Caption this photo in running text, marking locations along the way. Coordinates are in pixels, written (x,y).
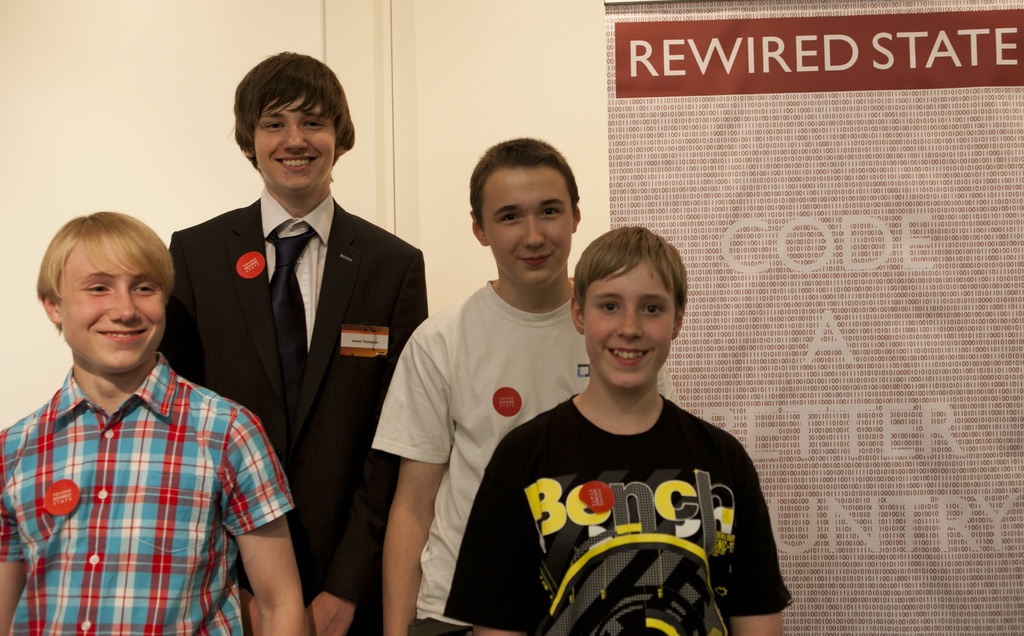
In this image there are four boys (289,428) who are standing on the floor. On the right side (758,238) there is a banner (859,346). In the background (307,38) there is a wall (307,38). The boy (296,286) in the middle (359,322) is wearing the black suit (264,360). All the four boys (317,399) are having a red colour badge (595,512) on their shirts (574,511).
